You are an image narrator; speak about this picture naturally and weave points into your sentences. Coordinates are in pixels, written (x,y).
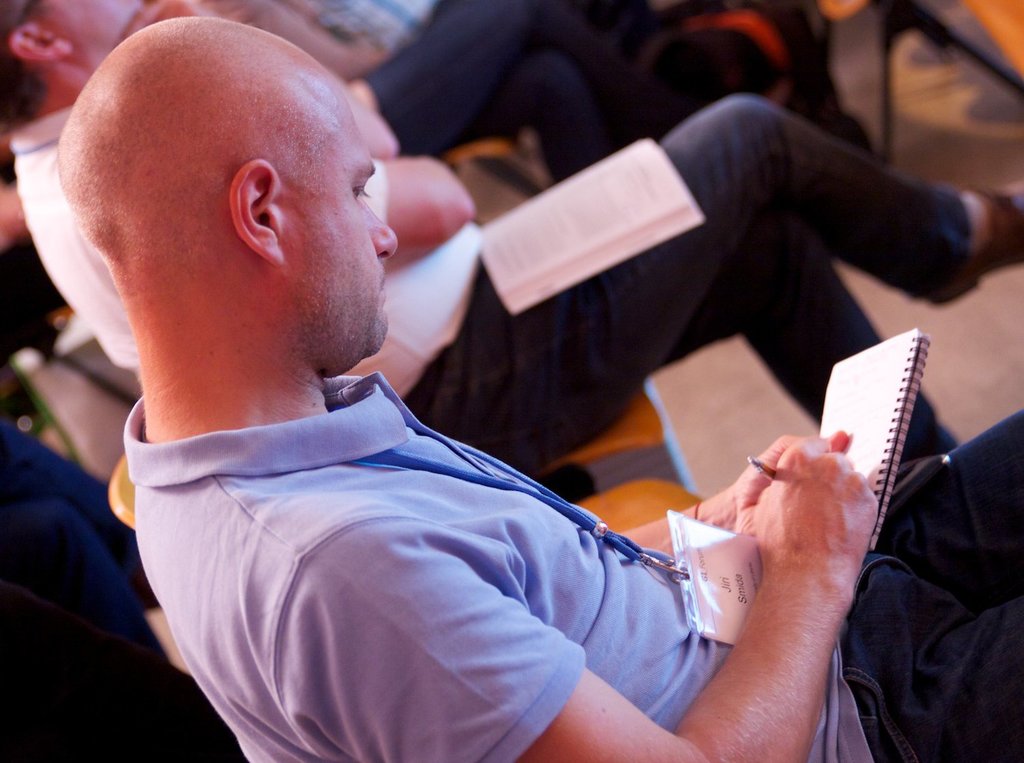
In this image I can see a person (257,292) sitting and writing in the book (888,426). The person (434,525) is wearing blue shirt (432,542), black pant (1000,512). Background (473,429) I can see few other persons (920,295) sitting.
